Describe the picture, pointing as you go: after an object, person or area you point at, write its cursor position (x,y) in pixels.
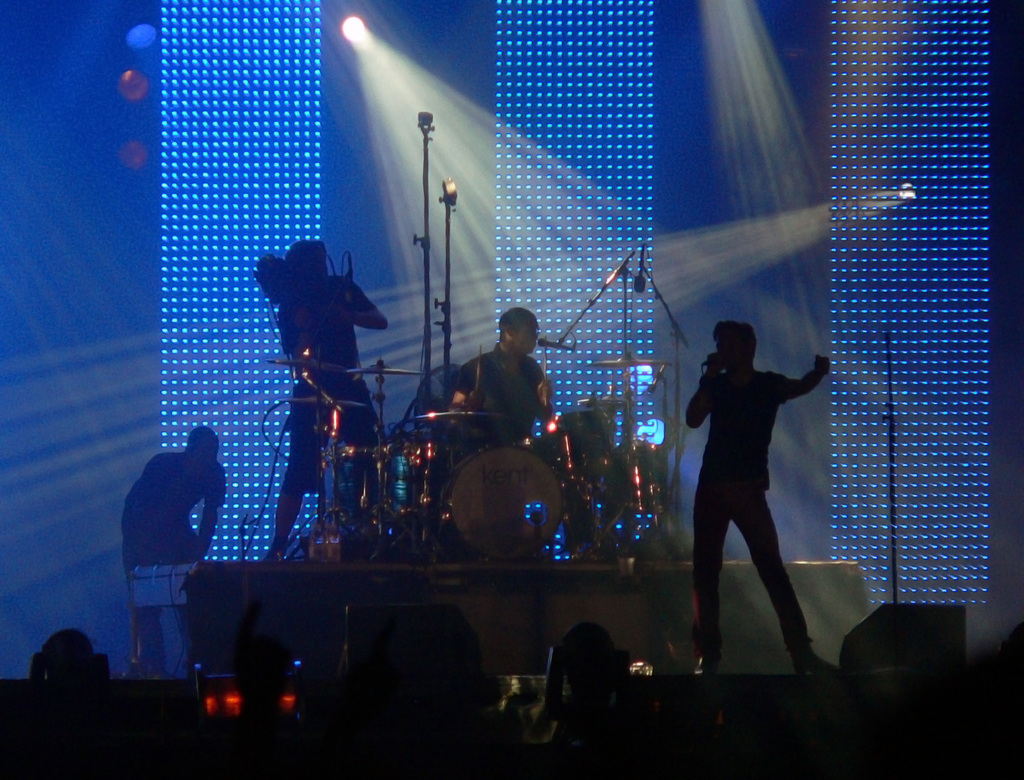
A man (722,356) is standing and singing a song in the middle (512,344) a man (475,384) is beating the drums (496,490) there are lights (465,186) at the back (405,135).
